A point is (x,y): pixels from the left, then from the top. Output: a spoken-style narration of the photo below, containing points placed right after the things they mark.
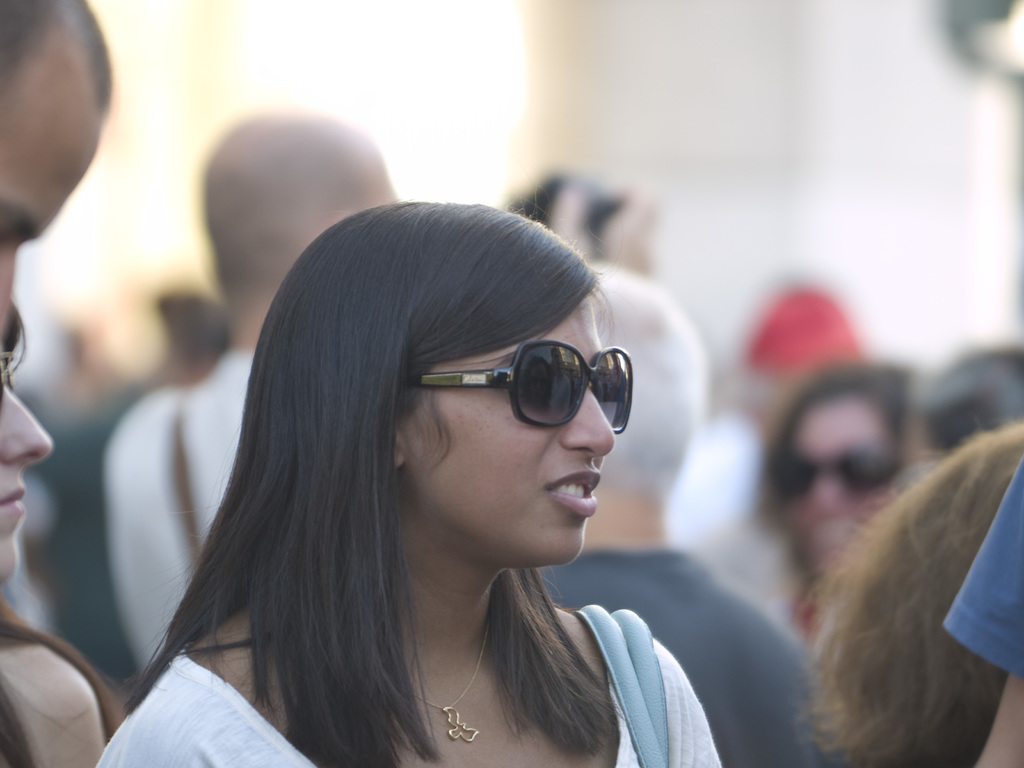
In this image, I can see the woman (515,708) standing with the goggles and there are few people (214,377) standing. The background (196,52) looks blurry.
